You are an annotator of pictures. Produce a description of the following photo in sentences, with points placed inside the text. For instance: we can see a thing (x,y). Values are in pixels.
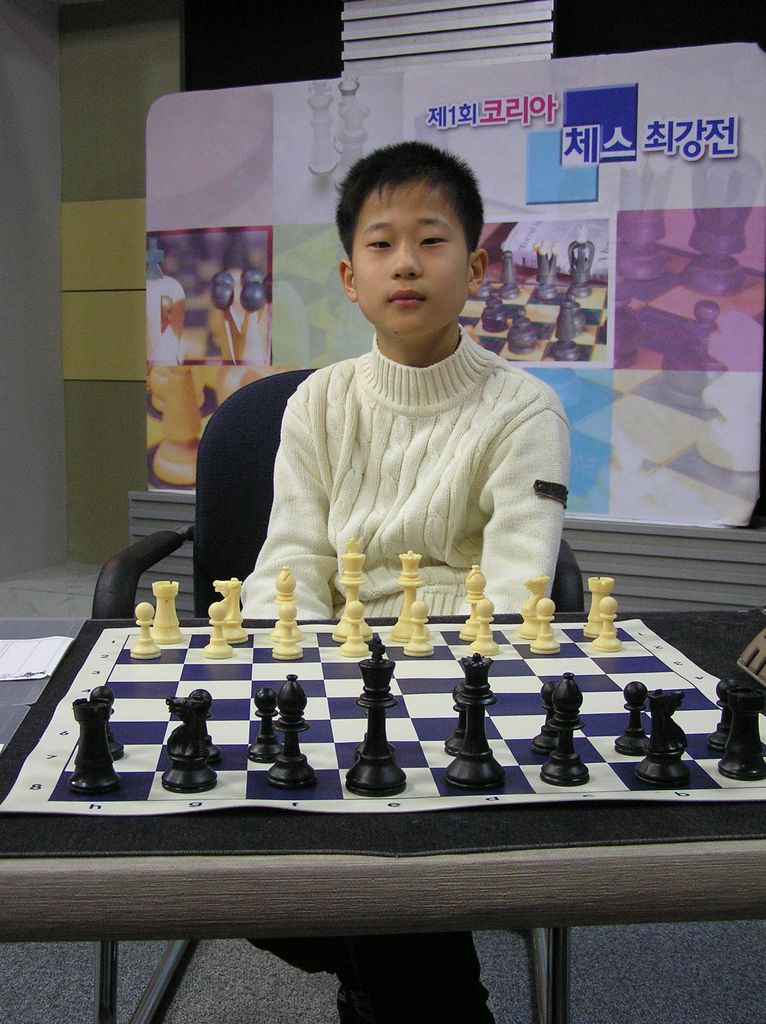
In this image there is one kid (318,506) sitting in a chair (262,513) as we can see in the middle of this image (266,468). There is a chess board (359,810) in the bottom of this image (345,780) and there is a wall (18,201) in the background (3,310). There are some pictures (560,298) attached to the wall (222,226).
